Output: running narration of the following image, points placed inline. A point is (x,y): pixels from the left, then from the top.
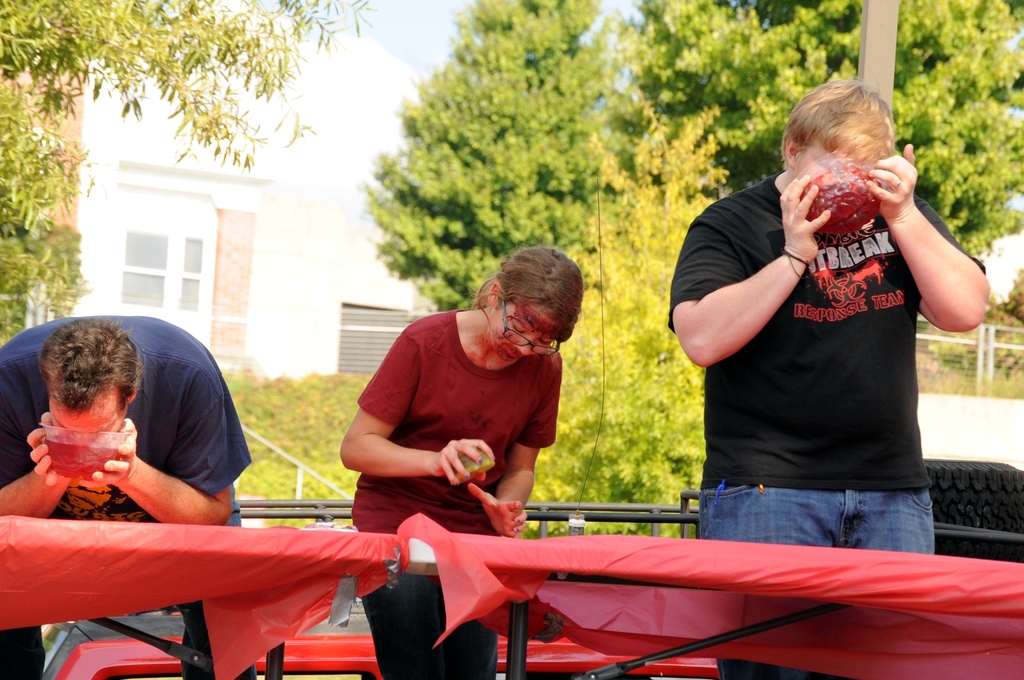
In the picture we can find a three people (578,300) two (62,365) are men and one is woman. Three people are standing near the table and the table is coated with red cloth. In the background (575,220) we can find some trees (698,82), building (324,296) and sky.
